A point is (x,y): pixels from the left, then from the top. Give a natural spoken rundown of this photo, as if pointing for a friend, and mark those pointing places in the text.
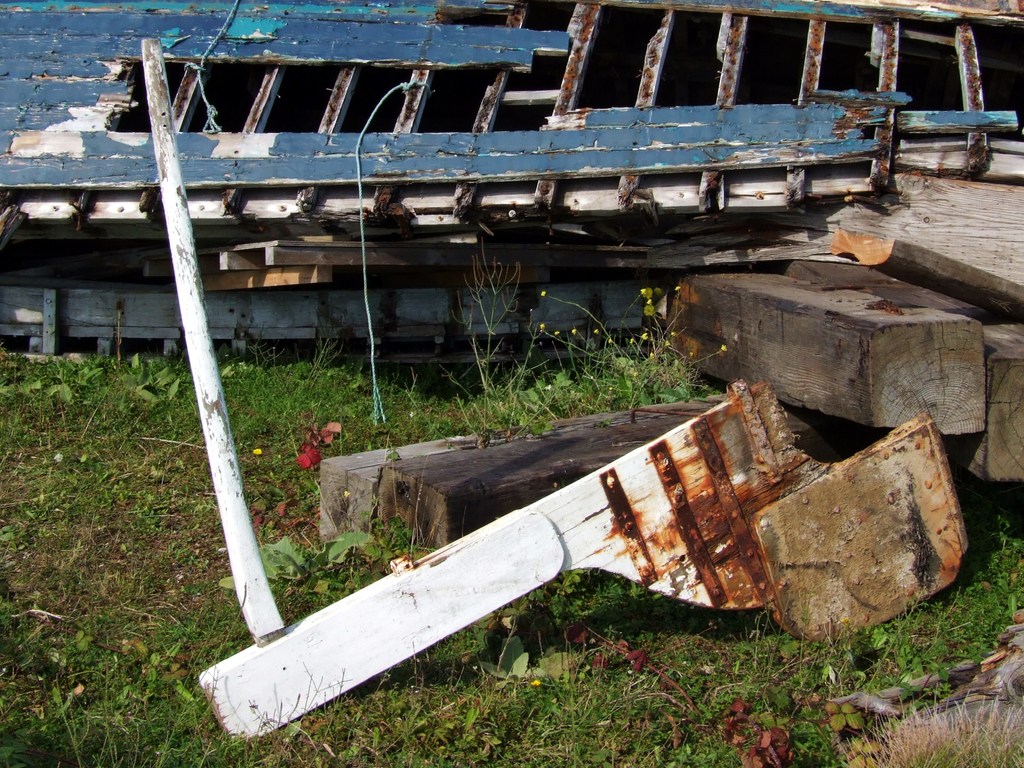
In the foreground of this image (912,466), there are few wooden objects (514,521) on the grass (504,634). In the background (474,218), it seems like a wooden boat (423,154).
